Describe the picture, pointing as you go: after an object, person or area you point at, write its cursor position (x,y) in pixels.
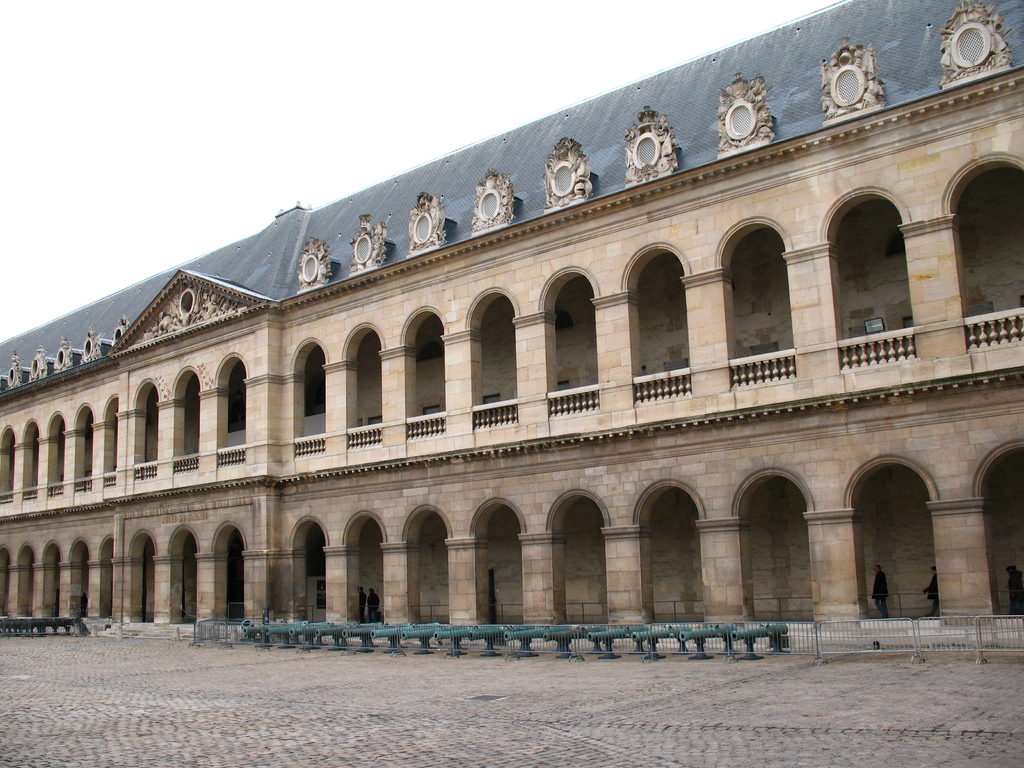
At the bottom of the image (350,718) I can see the ground (221,739). In the middle of the image (432,449) there is a building (389,432) along with the pillars (456,348). At the top of the image (247,143) I can see the sky (138,158).
